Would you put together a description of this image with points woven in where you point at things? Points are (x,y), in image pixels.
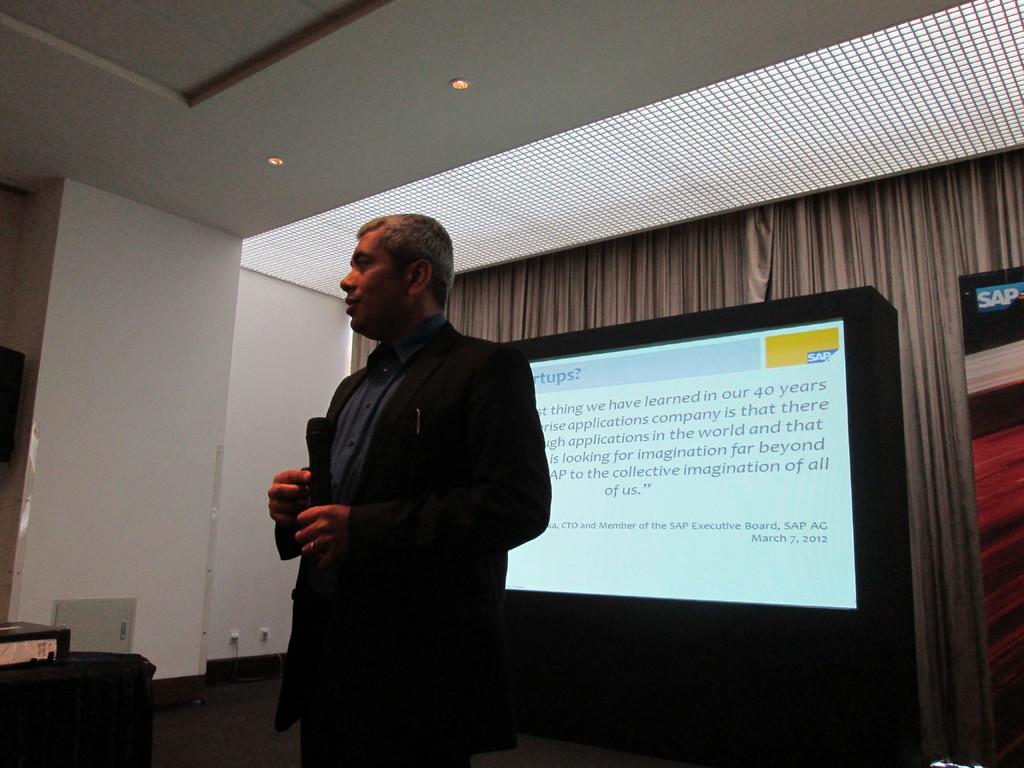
In this picture we can see a man (343,525) standing, holding a mike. Behind to him we can see a curtain (944,285), board (1001,382) and a screen (754,505). At the top (464,49) we can see ceiling (386,100) and lights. On the left side (226,417) we can see the wall (225,418). In the bottom left corner (124,715) we can see a black table (65,708) and an object (42,654) is placed on it.
